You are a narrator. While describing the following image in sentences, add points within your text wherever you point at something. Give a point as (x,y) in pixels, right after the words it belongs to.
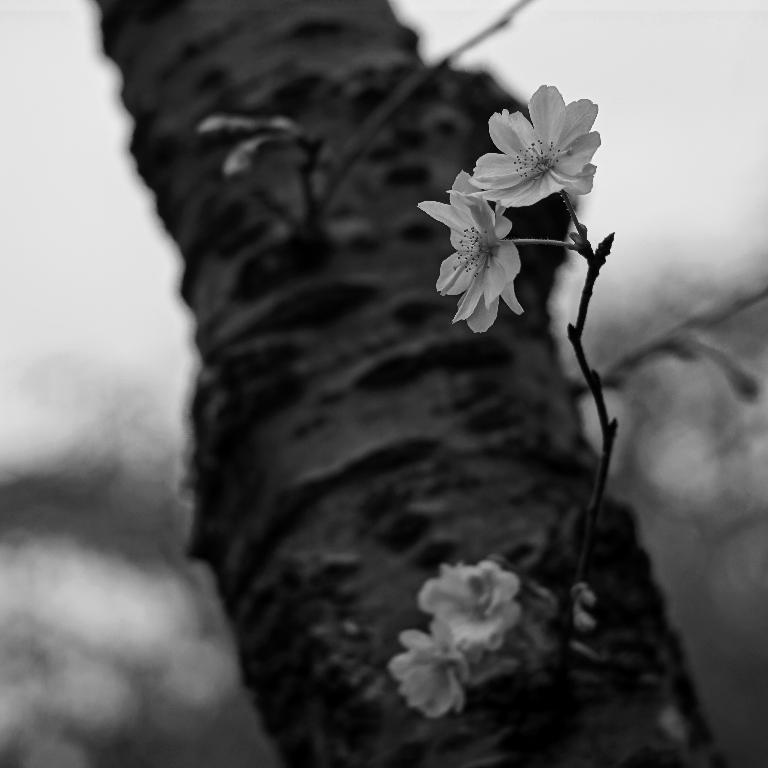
In this image in the center (474,263) there are flowers (513,297) and the background (79,720) is blurry.
